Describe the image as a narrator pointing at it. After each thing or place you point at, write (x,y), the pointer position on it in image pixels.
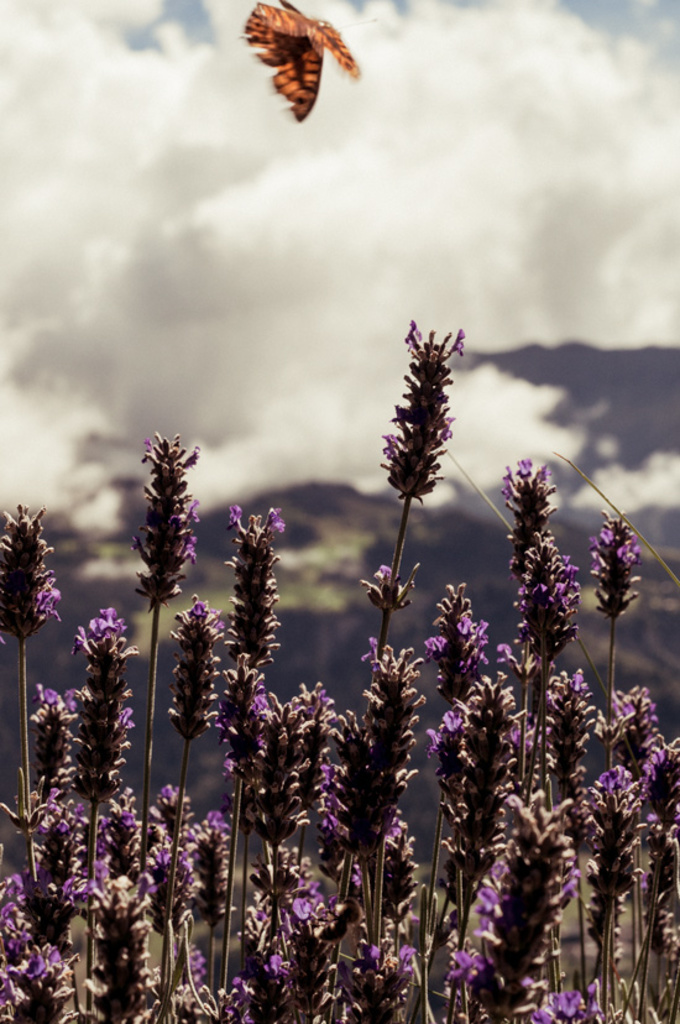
In this image there are few plants (323,719) having flowers (274,694). Top of the image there is a butterfly (289,105) flying in the air (350,220). Background (523,444) there is sky (363,295), having clouds (399,270).
